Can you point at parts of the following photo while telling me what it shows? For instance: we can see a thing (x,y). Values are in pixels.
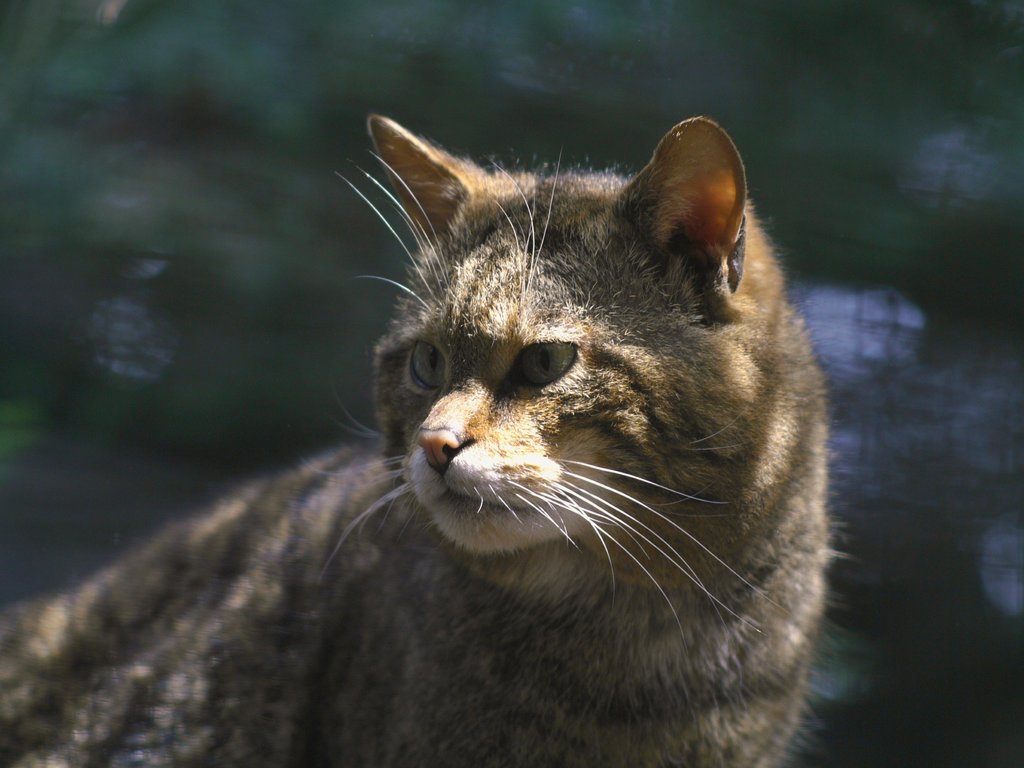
In this picture I see a cat (412,447) in front (383,596) which is of white, black and brown in color and I see that it is blurred in the background (292,192).
